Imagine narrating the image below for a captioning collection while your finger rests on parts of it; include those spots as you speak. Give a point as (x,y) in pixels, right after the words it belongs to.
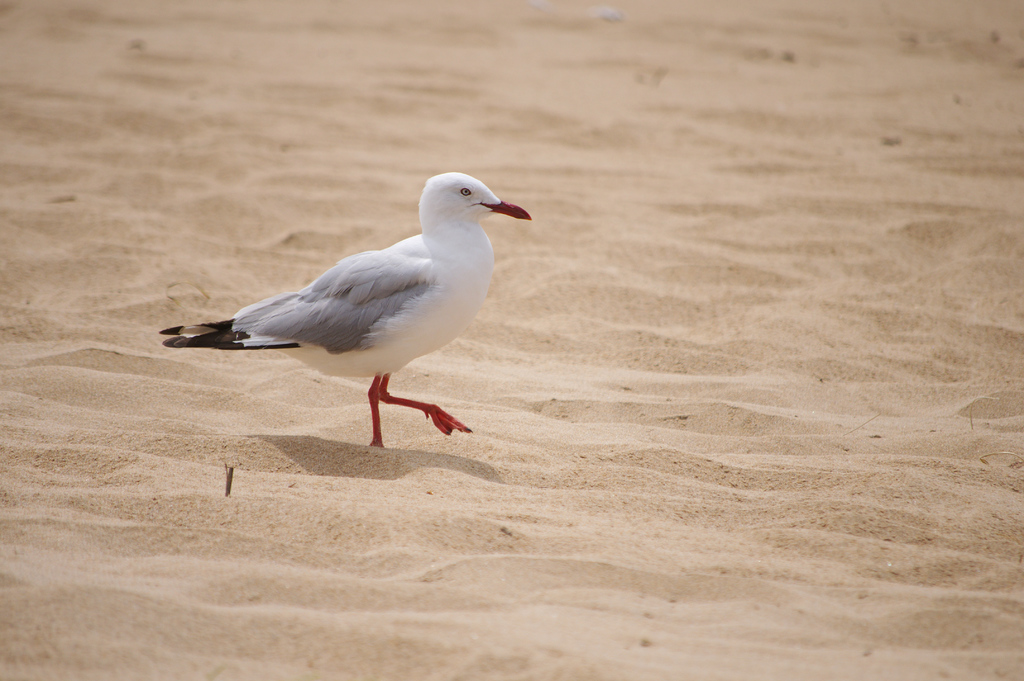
In this image we can see a bird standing on the sand (362,439).
